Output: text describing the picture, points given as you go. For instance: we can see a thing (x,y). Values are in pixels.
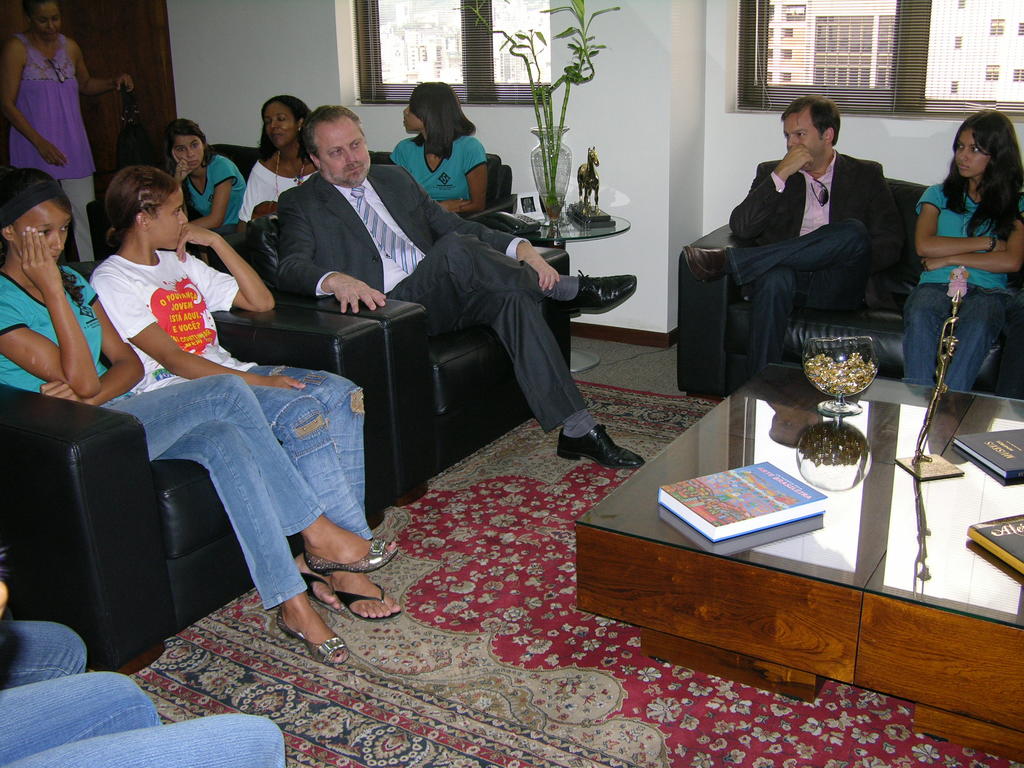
People (179,137) are sitting in sofas (275,289) in a waiting room (246,305).
